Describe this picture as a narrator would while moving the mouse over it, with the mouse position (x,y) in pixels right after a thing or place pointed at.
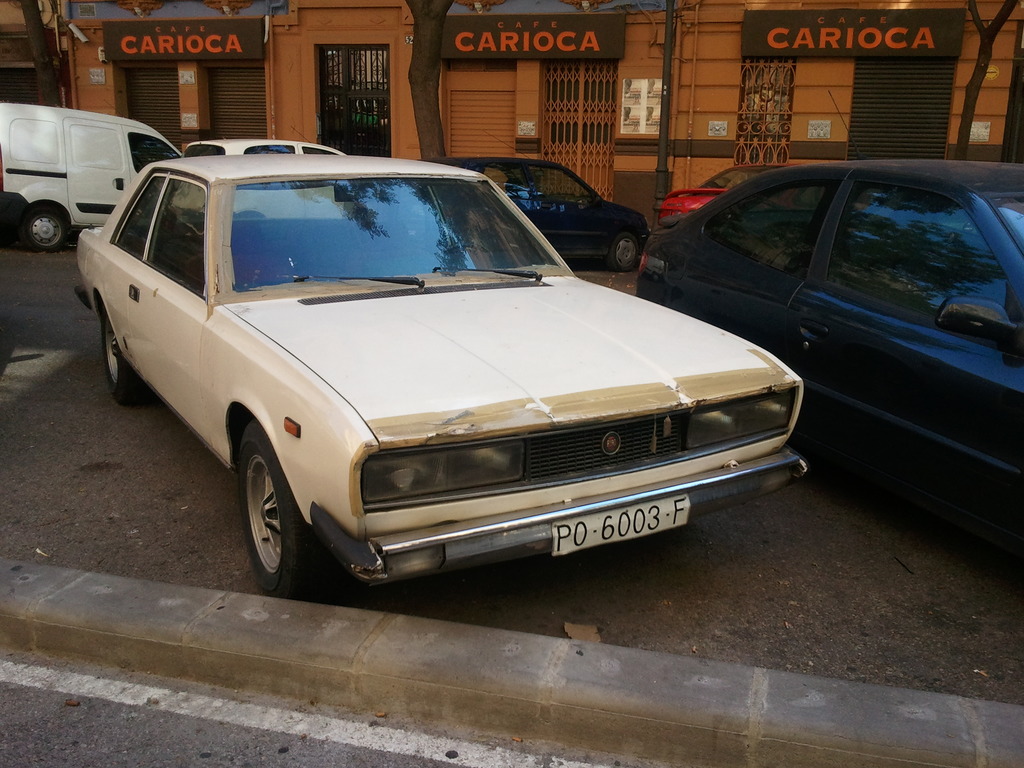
In this picture we can see vehicles (760,222) on the road (766,499). In the background of the image (608,69) we can see pole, posters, shutters (175,70), grilles (555,105) and tree trunks (982,67).
